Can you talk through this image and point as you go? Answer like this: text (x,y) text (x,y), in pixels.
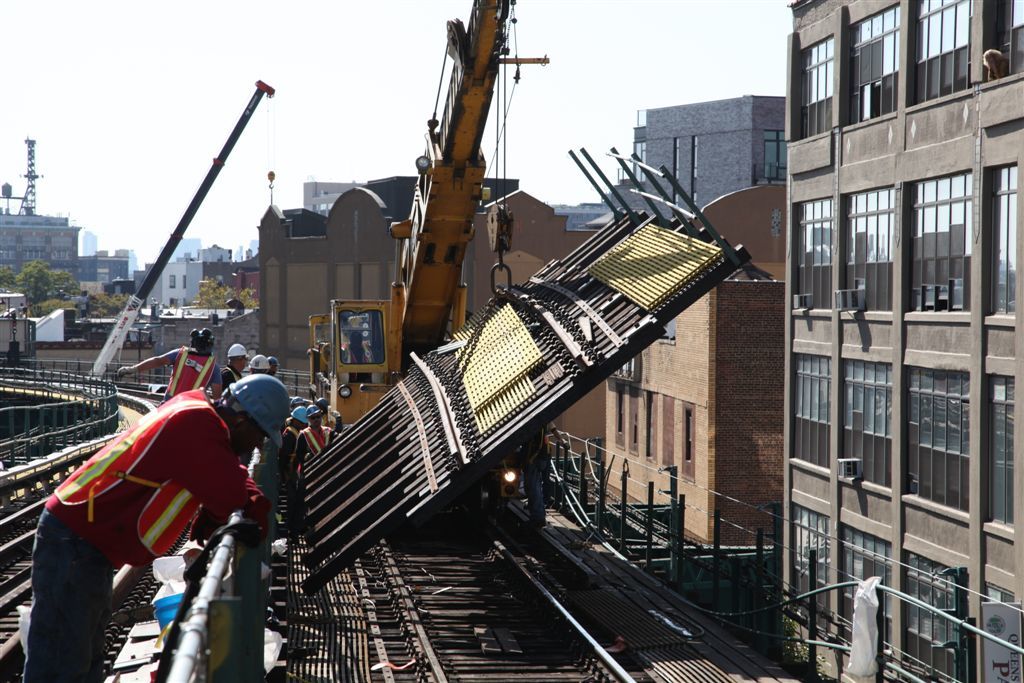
In the picture I can see few persons (189,407) in the left corner (106,470) and there is a crane (419,302) and an object (469,352) in front of it and there are few buildings (398,198) and trees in the background (582,204).
